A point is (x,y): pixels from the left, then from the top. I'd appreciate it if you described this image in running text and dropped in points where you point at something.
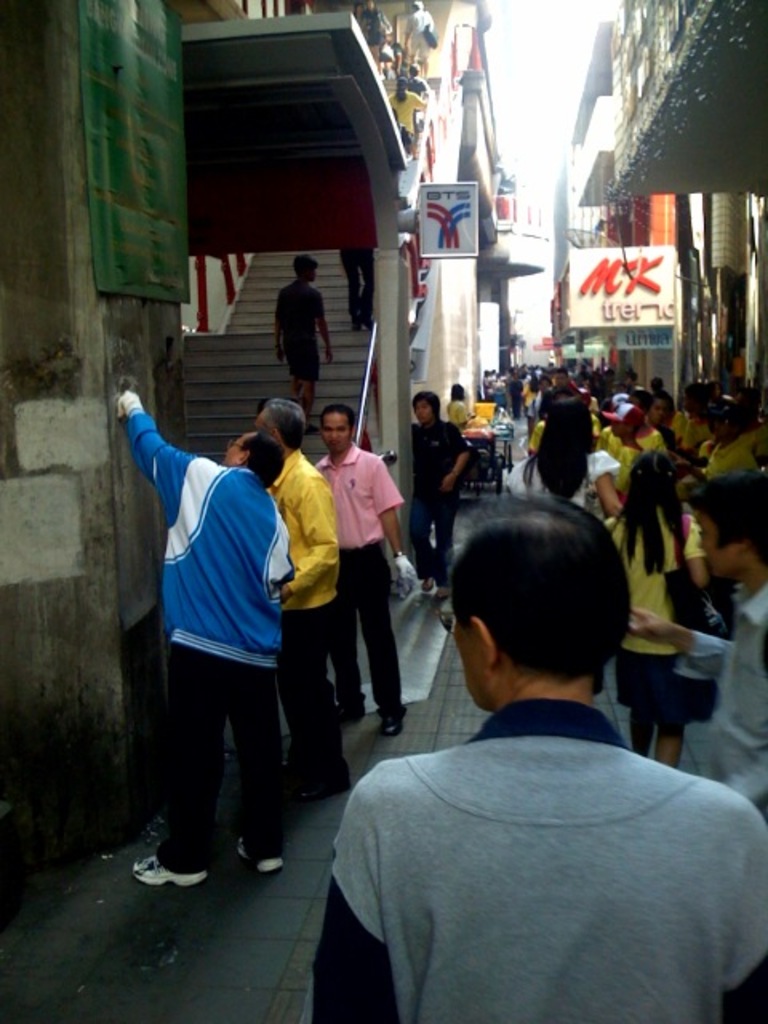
In this picture we can see a group of people (288,761) and in the background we can see buildings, name boards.
